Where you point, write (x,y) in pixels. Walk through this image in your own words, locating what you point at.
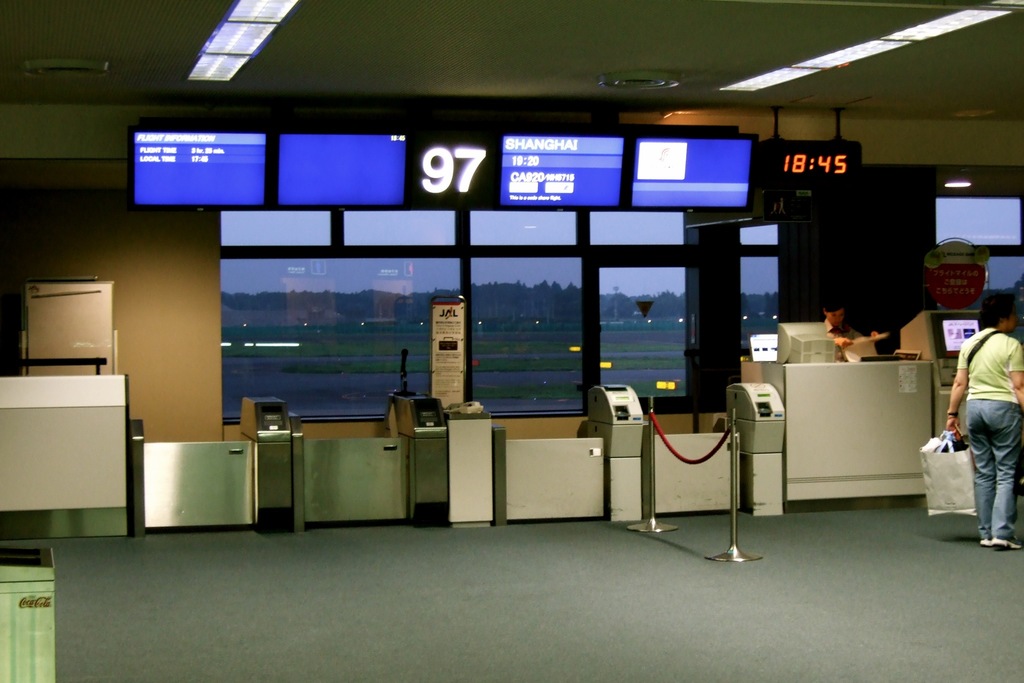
This image is clicked inside the hall (579,546) in which there are four counters (269,468) in the middle (351,454). At the top (339,162) there is a digital board (531,163). At the top (284,59) there is ceiling (371,57) with the lights (856,50). On the right side (984,422) there is a person (983,436) who is holding the bag (932,453). Beside the person (987,445) there is a desk (909,446) on which there is a computer (789,335). At the top (837,159) there is a time watch (813,161). There are poles (653,450) in front of the counters (608,433). On the left side (60,335) there are boxes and some objects (57,416).
